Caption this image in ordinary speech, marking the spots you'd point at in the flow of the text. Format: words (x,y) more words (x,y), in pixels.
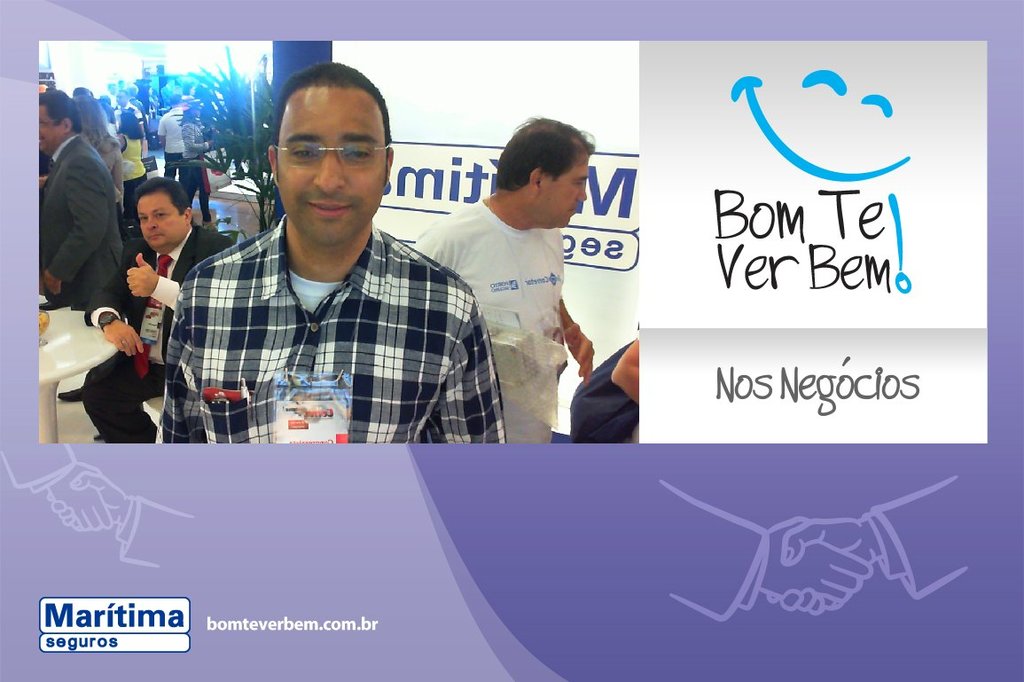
In this picture we can see a poster (798,581), here we can see people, plants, table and some objects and some text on it.
